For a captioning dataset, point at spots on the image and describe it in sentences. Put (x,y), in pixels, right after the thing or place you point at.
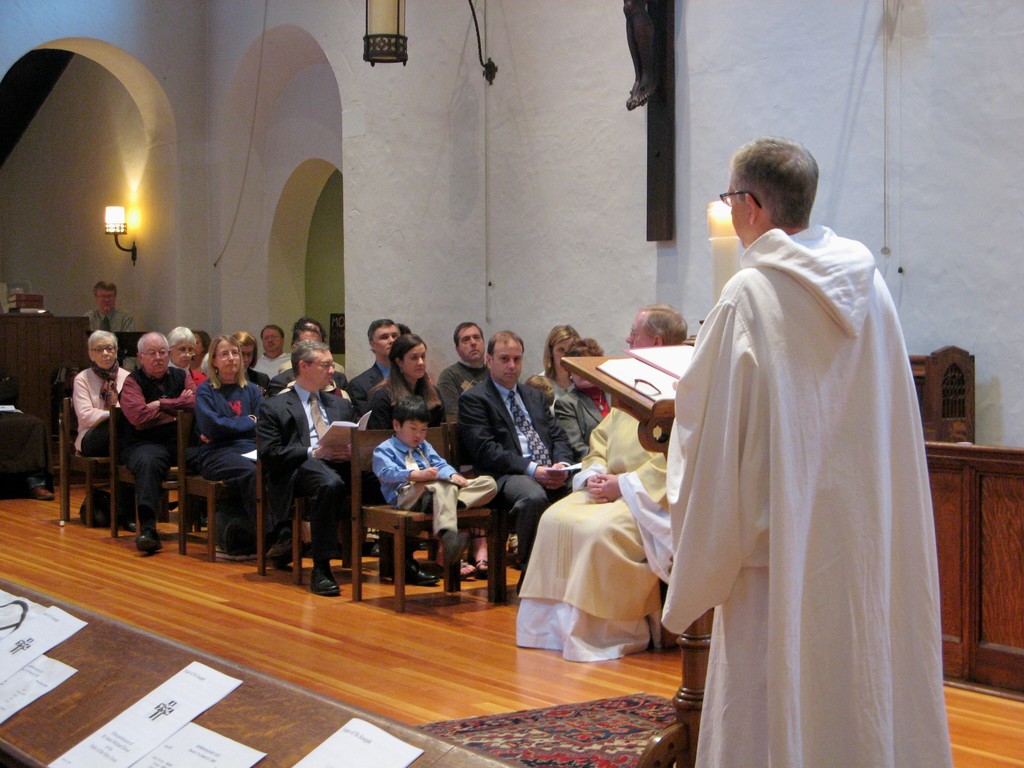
In the bottom left corner of the image (199,706) there is a table (429,764) with papers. And there is a man (723,574) standing and in front of him there is a podium (691,708) with papers (672,386). And on the floor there is a floor mat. There are few people (307,440) sitting on the benches (258,479). And on the right side of the image (969,501) there is a cupboard (978,475). And in the background (74,300) there is a wall (641,221) with black pole (655,187), arches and lamps (107,214). And also there is a table (14,333). Behind the table (52,331) there is a man (116,310).
